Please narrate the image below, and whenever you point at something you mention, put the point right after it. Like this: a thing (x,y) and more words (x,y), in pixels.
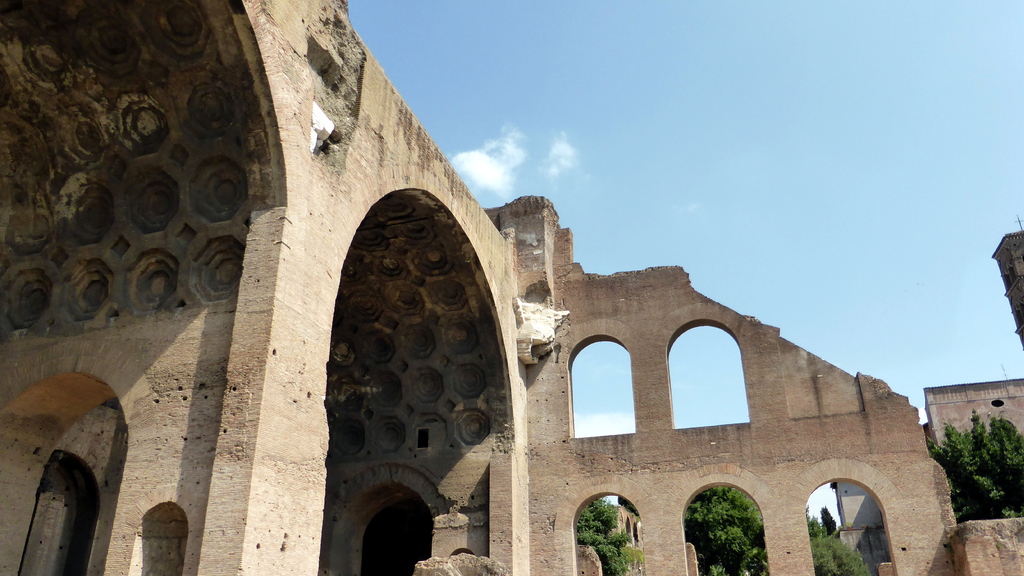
In this picture I can see it looks like a fort (468,380) in the middle (468,379). On the right side (753,531) there are trees (735,530), at the top (620,187) there is the sky (626,185).
